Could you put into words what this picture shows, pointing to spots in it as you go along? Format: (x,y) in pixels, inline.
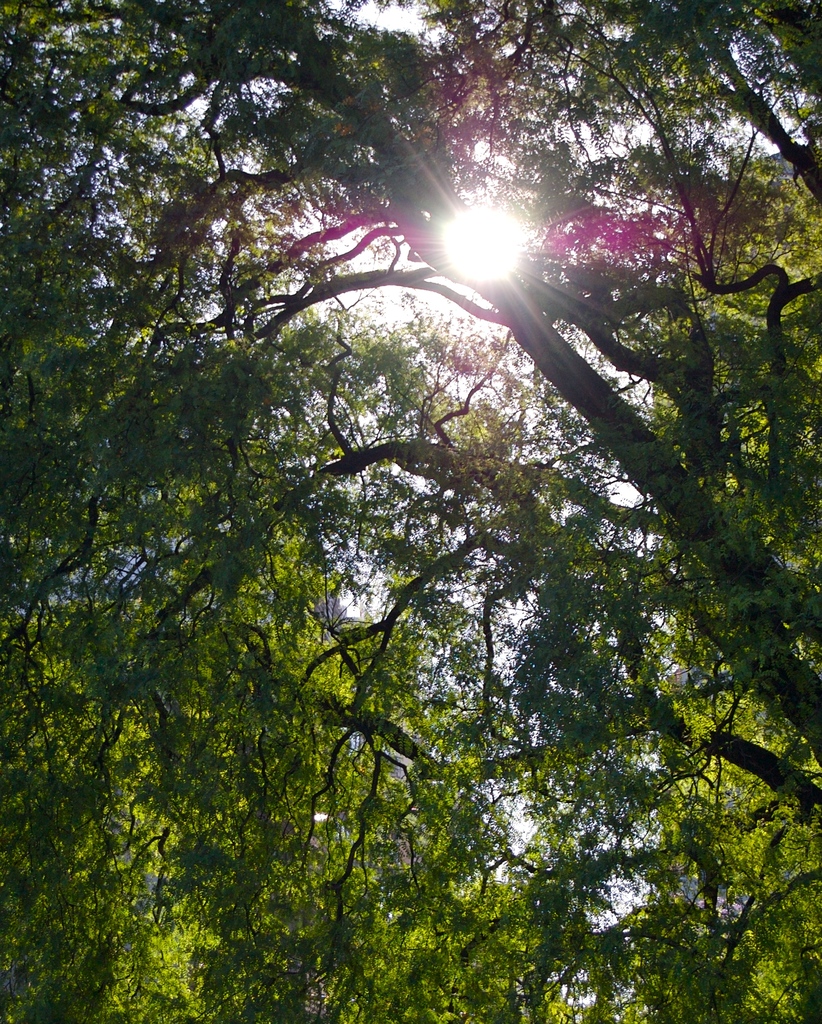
In the image we can see there are trees (452,19) and there is a sunlight (461,257).
